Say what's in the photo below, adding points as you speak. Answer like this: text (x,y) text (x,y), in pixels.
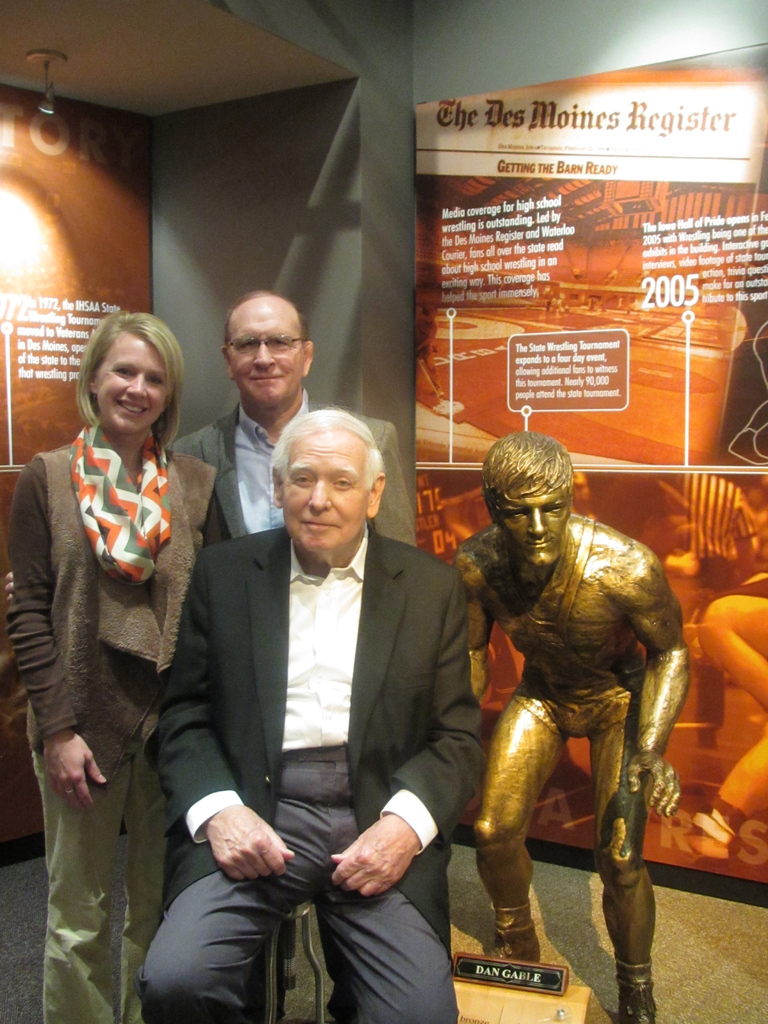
Here we can see three persons (361,598) and a sculpture (564,523). In the background (765,405) we can see hoardings (418,327) and wall (304,236).
